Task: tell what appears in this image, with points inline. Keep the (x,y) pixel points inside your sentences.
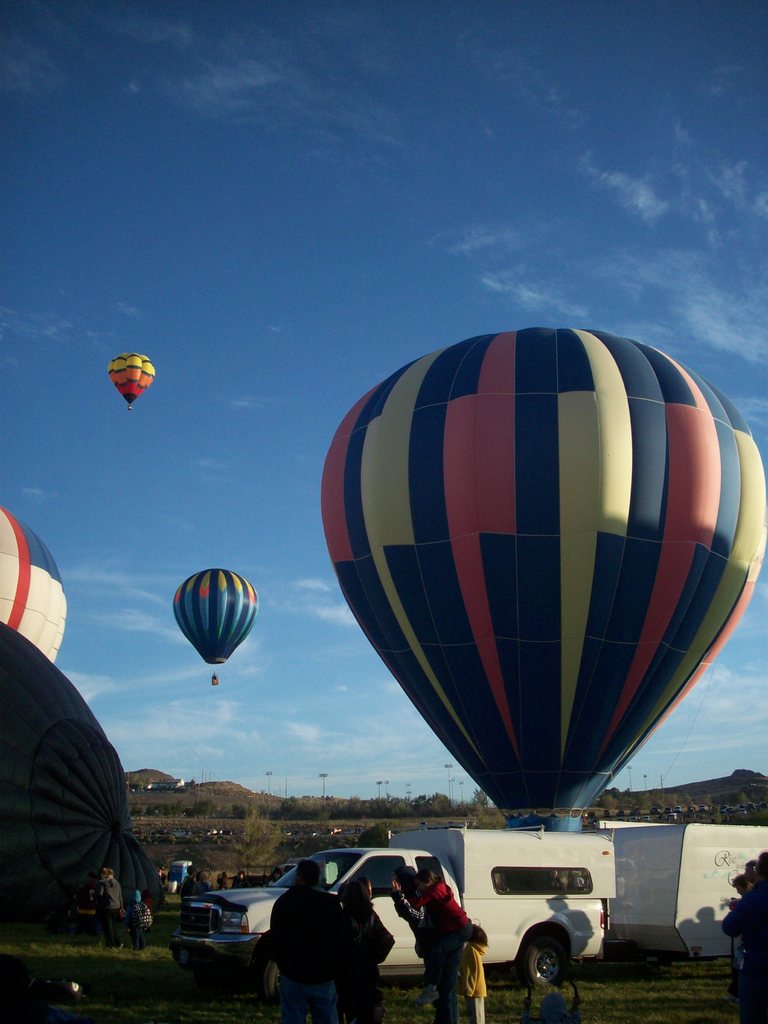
In this image in front (363,911) there are people (353,901). Behind them there is a vehicle (412,839). There are hot air balloons (464,551). At the bottom of the image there is grass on the surface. In the background of the image (220,796) there are trees (369,840), mountains (716,791), lights (323,786) and sky (228,715).
